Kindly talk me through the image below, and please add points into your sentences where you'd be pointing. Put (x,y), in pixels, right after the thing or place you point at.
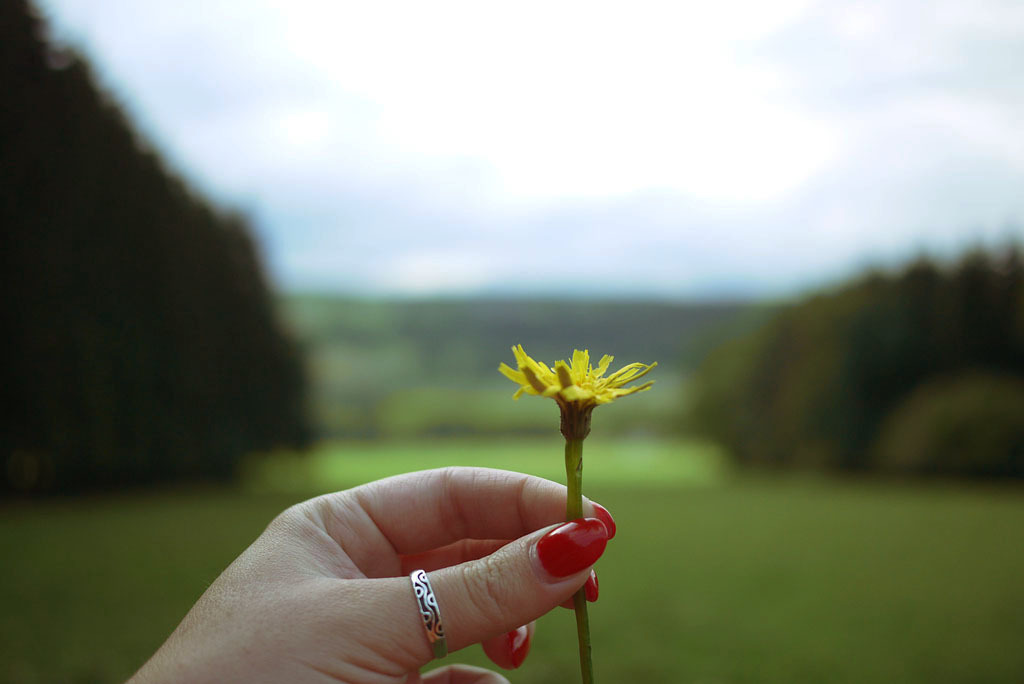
In this image we can see hand (360,552) of a person (446,529) holding flower (578,437). Also there is ring (411,571) on the finger (411,608). In the background (851,441) it is blur.
